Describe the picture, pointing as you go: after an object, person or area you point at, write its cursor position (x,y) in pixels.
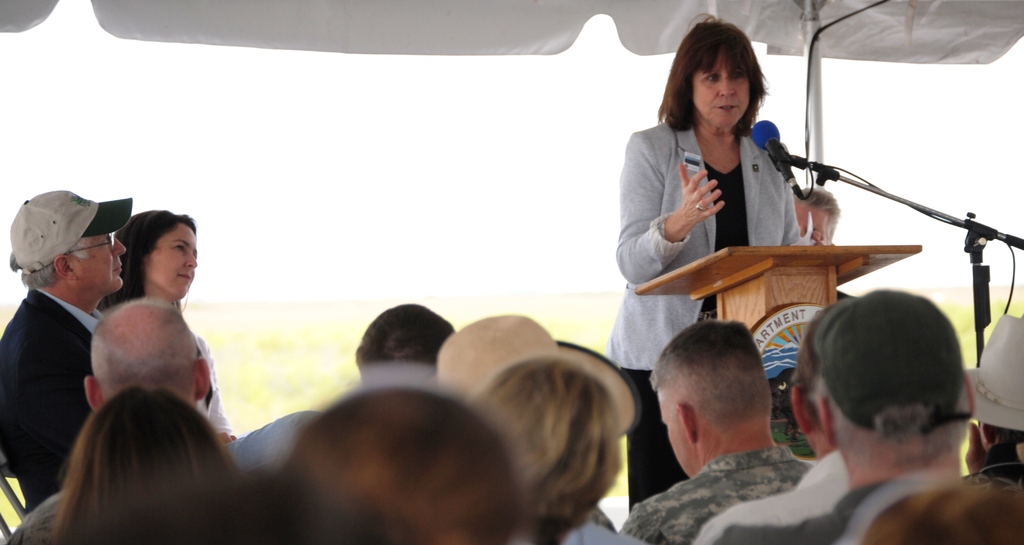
In this image there are people (355,470) sitting on chairs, in front of them there is a woman (745,243) standing near a podium (813,248) and there is a mike (880,187), in the background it is blurred.
